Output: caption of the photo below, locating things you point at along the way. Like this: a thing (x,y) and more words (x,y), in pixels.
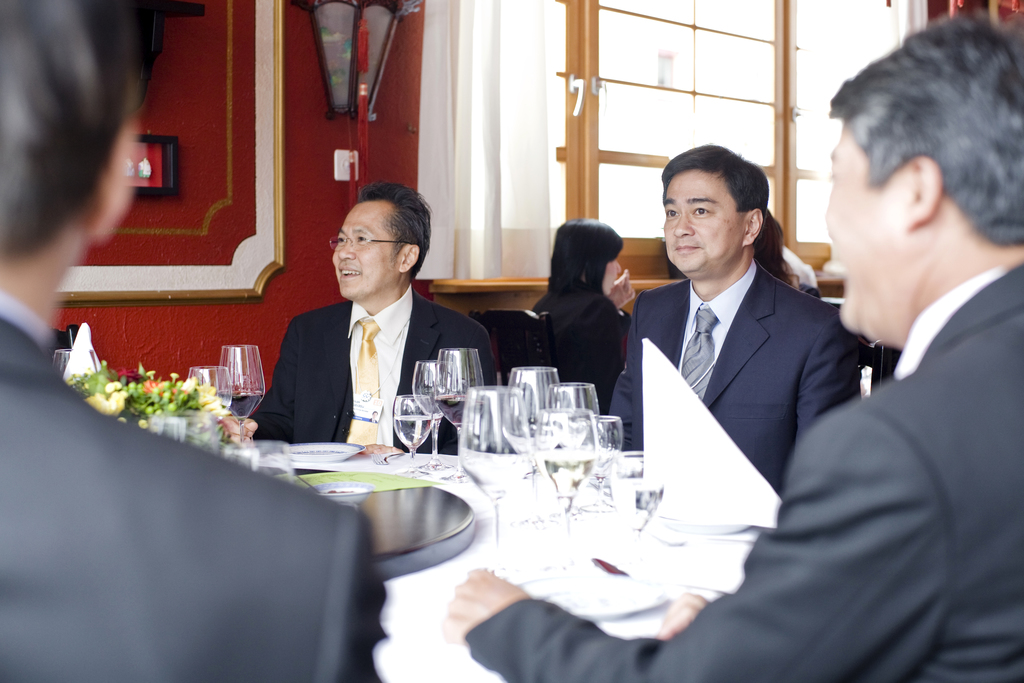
In this picture there are group of people (940,131) sitting. There are glasses (656,494), flowers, plates (623,592) and tissues (724,496) on the table (506,524) and the table (488,552) is covered with white color cloth (533,547). At the back (517,174) there are curtains (473,4) and windows (634,162) and there is a frame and light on the wall (292,297).
